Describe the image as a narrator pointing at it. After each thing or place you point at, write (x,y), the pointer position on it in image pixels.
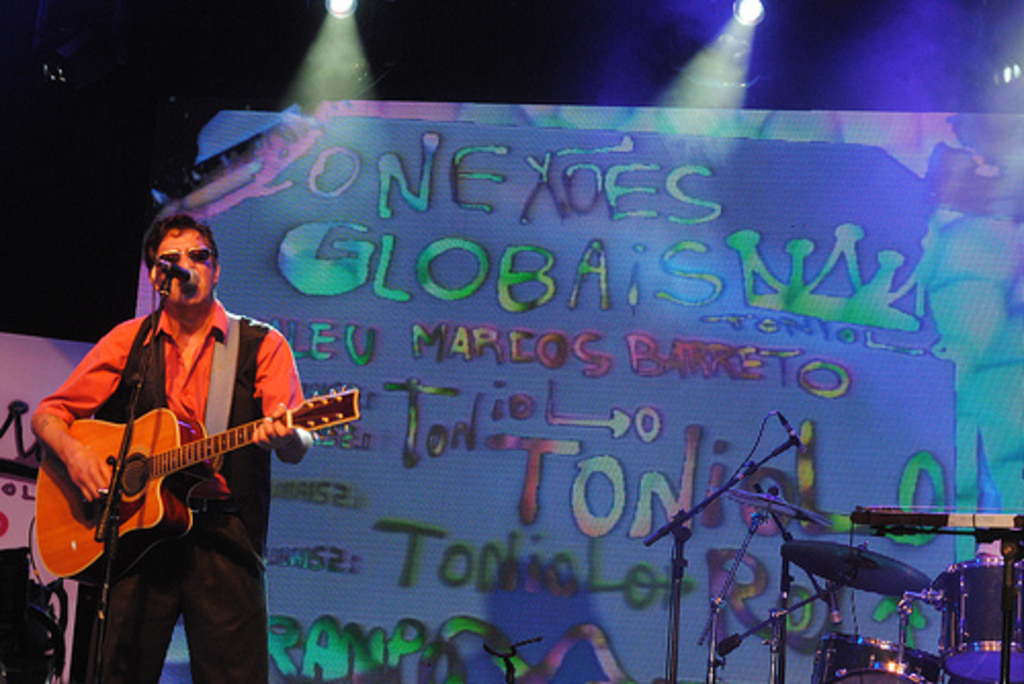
In this picture there is a person (153,550) standing and holding guitar (181,451). These are microphones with stand (108,573). There is a drum plates (830,553). There are drums (831,665). On the background (701,300) we can see banner (835,205) and lights (749,13).
